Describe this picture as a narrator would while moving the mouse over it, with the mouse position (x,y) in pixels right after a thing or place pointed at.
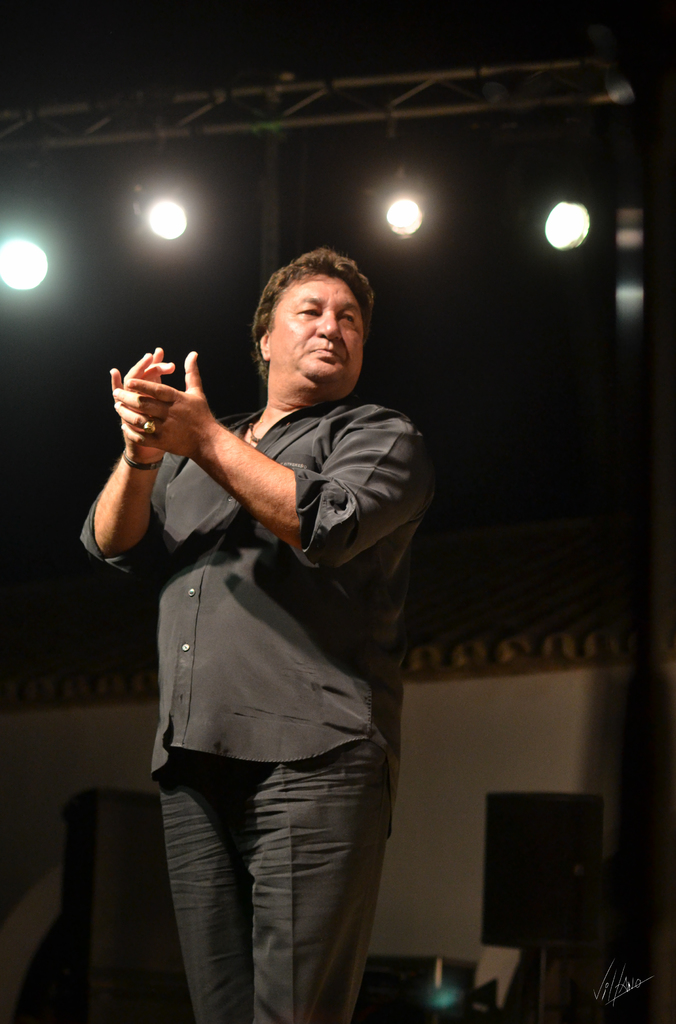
Here in this picture we can see a person (394,455) standing over a place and clapping hands (210,419) and behind him we can see lights (22,247) present on the frame.
